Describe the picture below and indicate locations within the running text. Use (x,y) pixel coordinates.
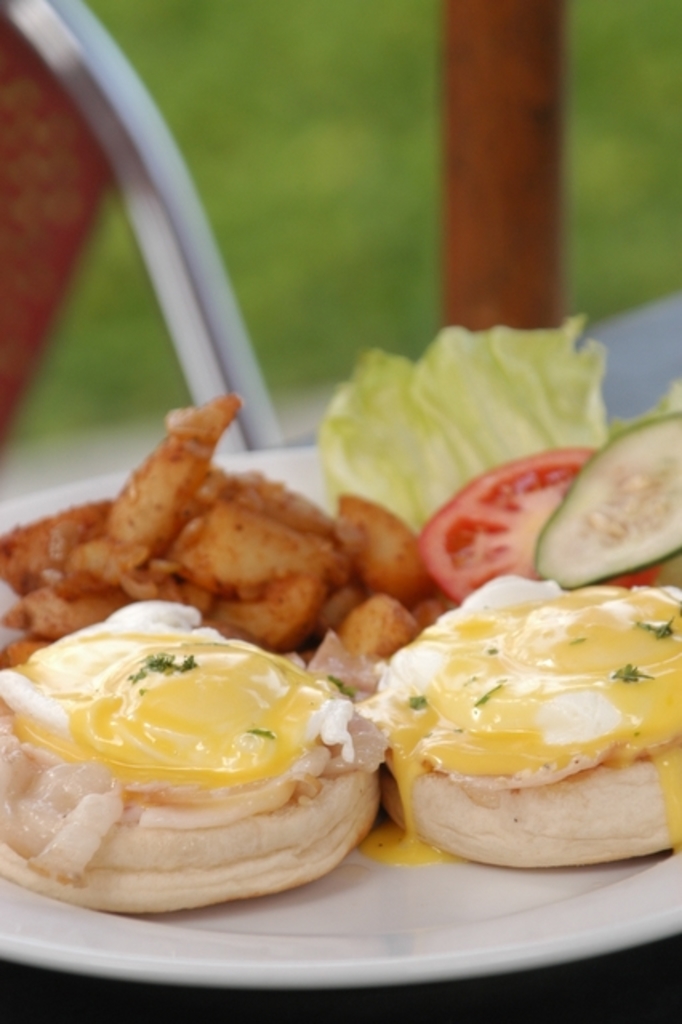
In this image in the front (306,620) there is food (306,636) on the plate (446,594) and the background (357,152) is blurry. In the center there are objects (524,258) which are white and brown in colour.
